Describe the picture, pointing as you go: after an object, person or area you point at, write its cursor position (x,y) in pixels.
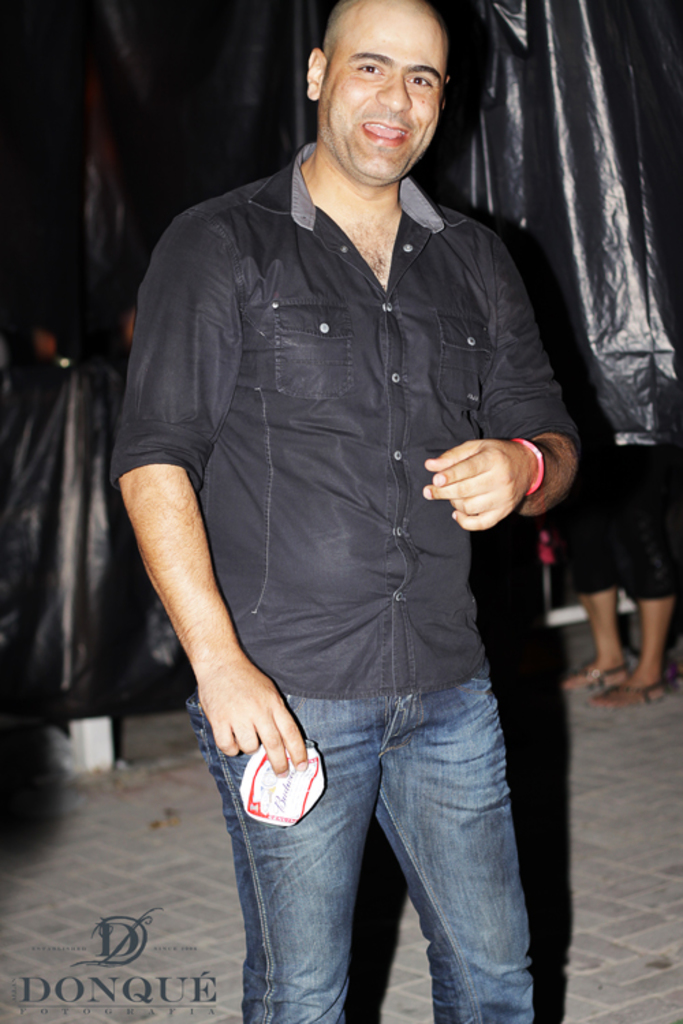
In this image I can see the person (302,905) standing and holding some object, the person (257,737) is wearing black and blue color dress (396,794). In the background (603,537) I can see the other person (606,530) standing and I can see the cover (583,180) in black color.
